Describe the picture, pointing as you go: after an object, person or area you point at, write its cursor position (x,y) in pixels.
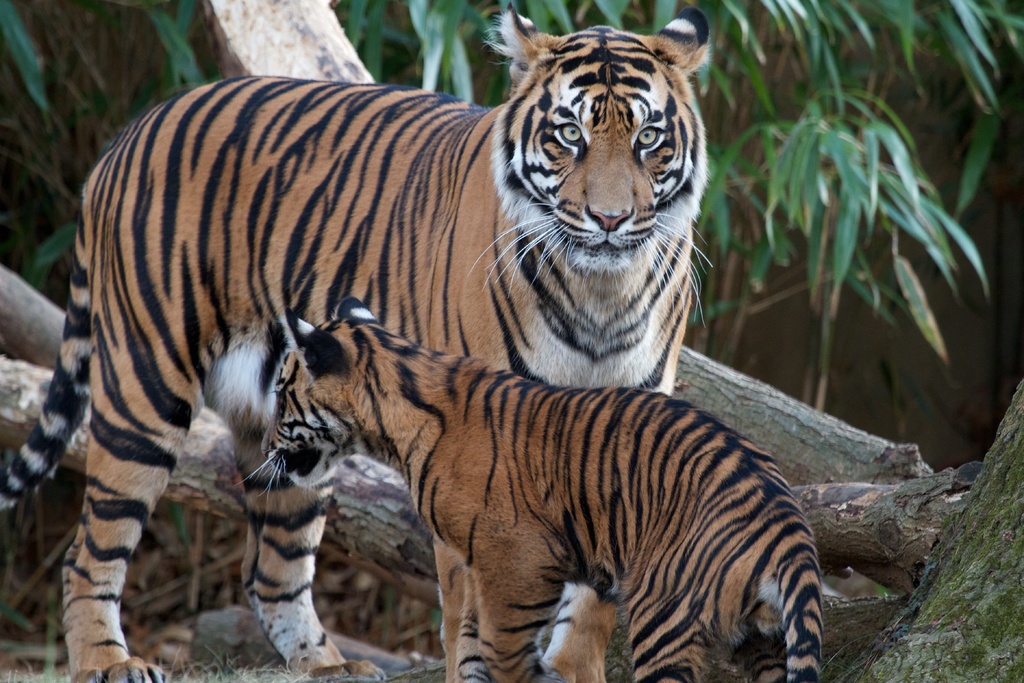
In this picture, we see a tiger (366,152) and a cub (472,403). The tiger (428,127) is looking at the camera. Behind that, we see the stem of the trees (891,509) or the wooden sticks (43,377). There are trees (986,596) in the background (813,106). This picture might be clicked in a zoo.
